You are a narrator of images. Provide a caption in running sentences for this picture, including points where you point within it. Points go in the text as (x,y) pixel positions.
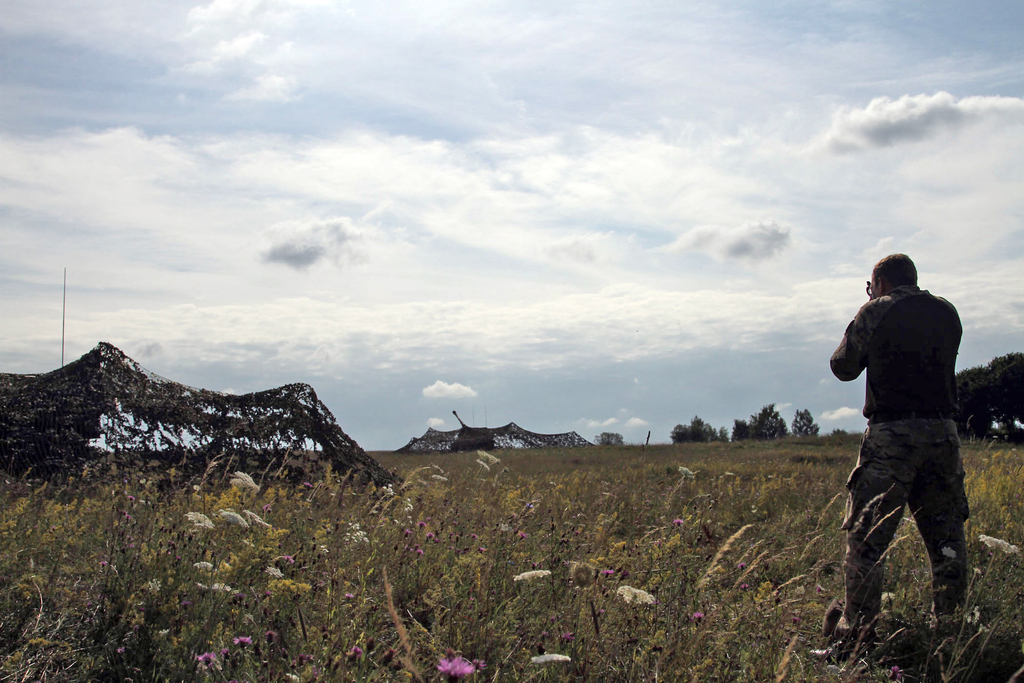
In this image there is a man (843,338) standing on the ground (909,538). On the left side (127,421) there is a net (39,424). At the bottom (335,545) there are flower plants (524,505). At the top (551,77) there is the sky (540,97). In the background (524,436) there is another net (524,445), beside it there are trees (765,436).
